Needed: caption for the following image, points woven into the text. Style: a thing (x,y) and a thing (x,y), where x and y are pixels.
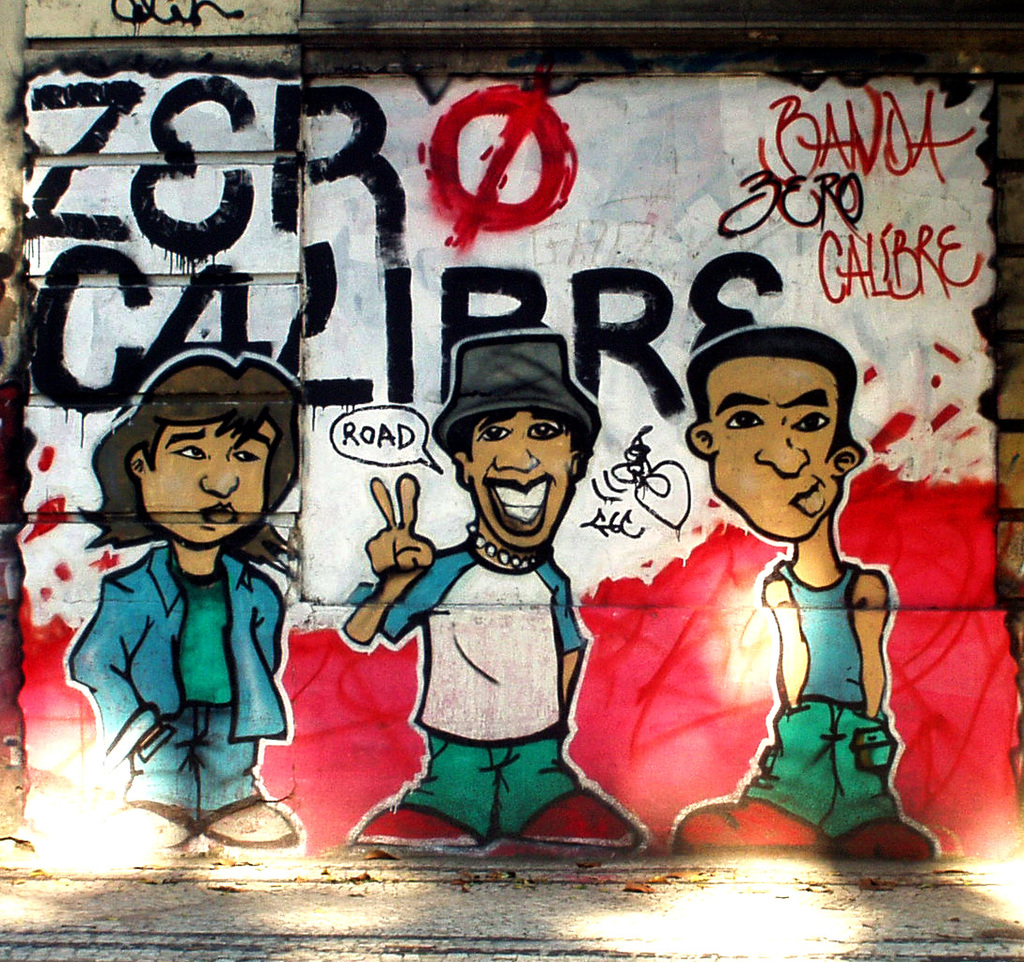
In this picture we can see a painting (578,776). There are three cartoon persons (181,665) and text (376,175) written on it.
